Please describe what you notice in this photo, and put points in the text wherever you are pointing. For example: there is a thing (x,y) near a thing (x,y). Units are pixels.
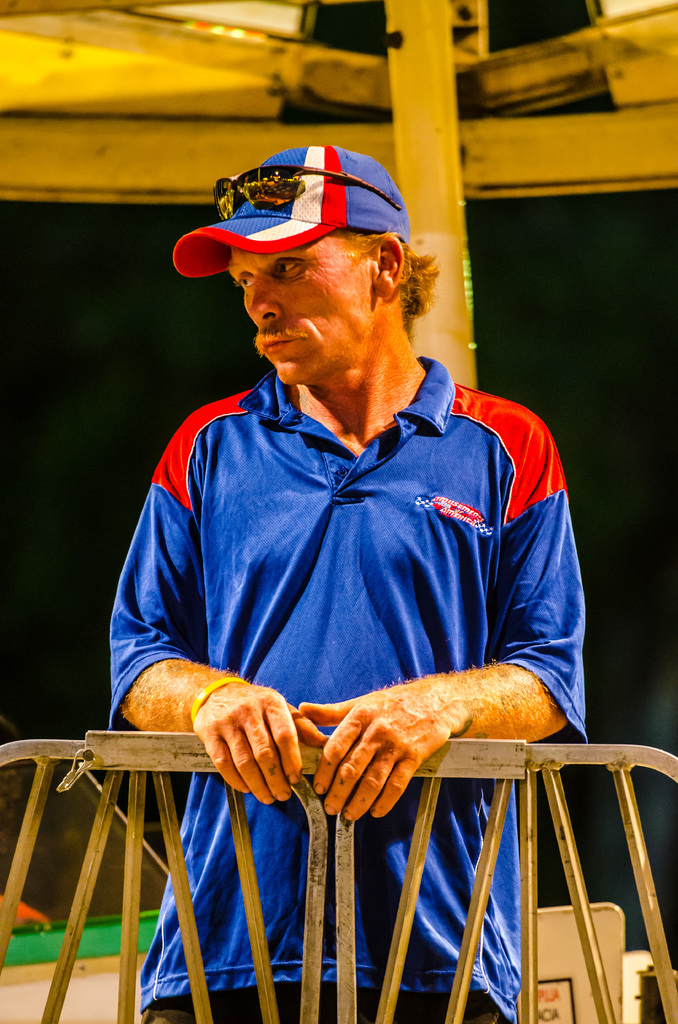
In this picture I can see a man (399,646) in the middle (381,681), he is wearing a t-shirt (364,570), a cap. In the bottom (163,742) it looks like an iron grill (403,896).
